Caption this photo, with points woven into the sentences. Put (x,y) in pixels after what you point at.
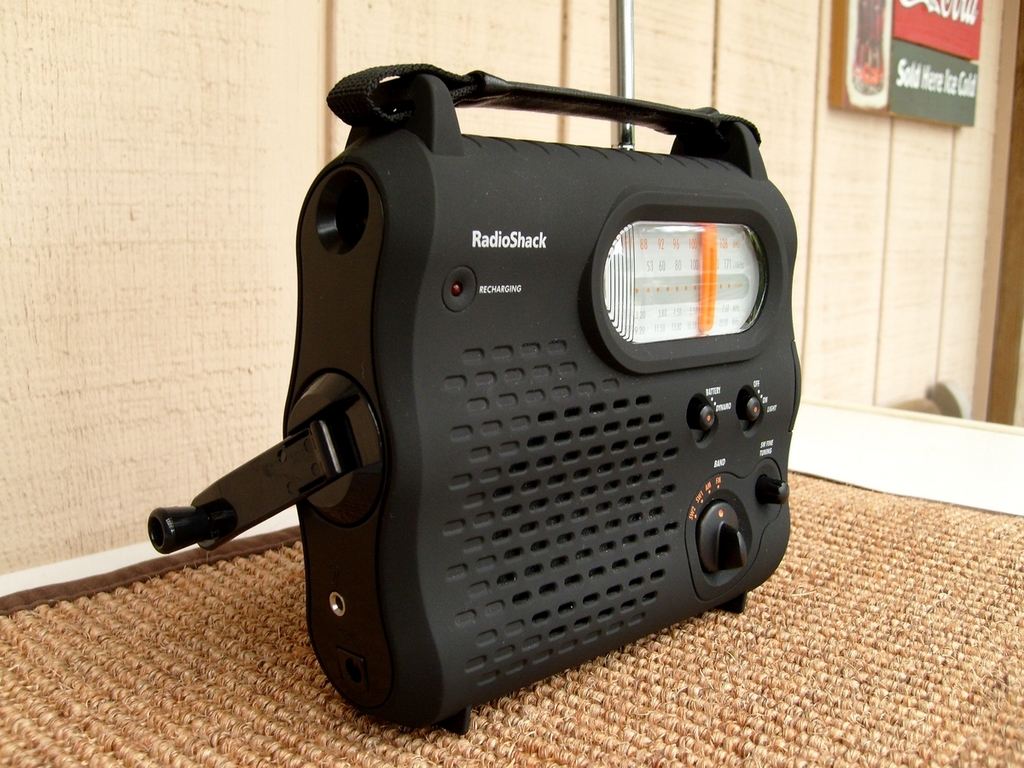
In this image we can see a radio (516,320) on a mat (154,633). In the back (724,82) there is a wall (255,150). On the wall (714,70) there is a board (895,46) with something written.
